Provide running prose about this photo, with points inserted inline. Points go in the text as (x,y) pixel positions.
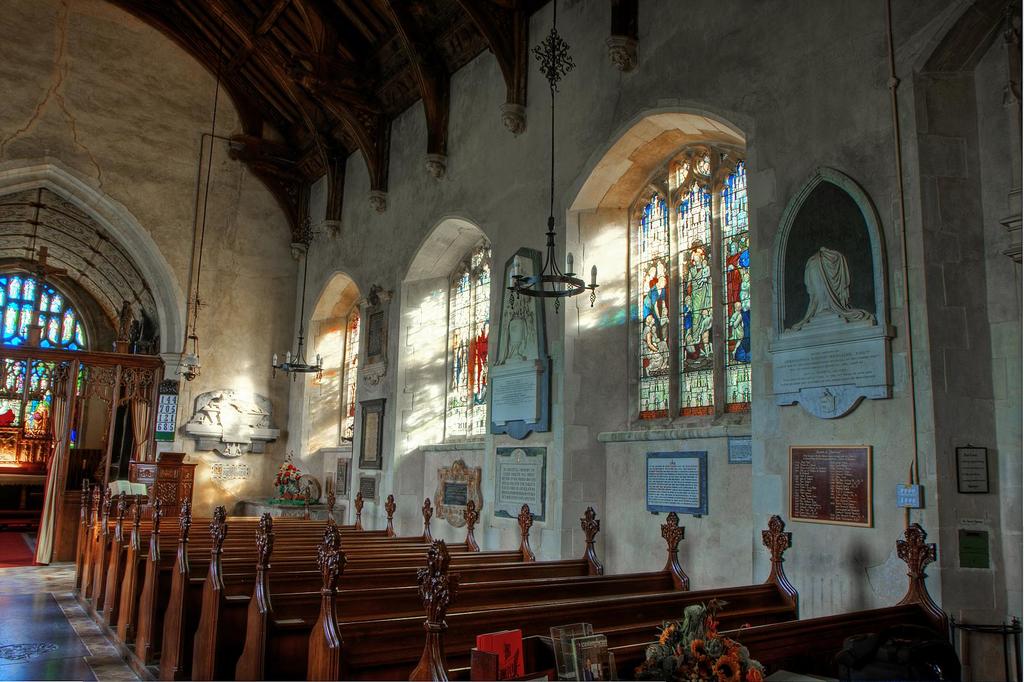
In this image, we can benches (345,598) beside the wall (348,507). There are window (679,343) in the middle of the image (475,347).
